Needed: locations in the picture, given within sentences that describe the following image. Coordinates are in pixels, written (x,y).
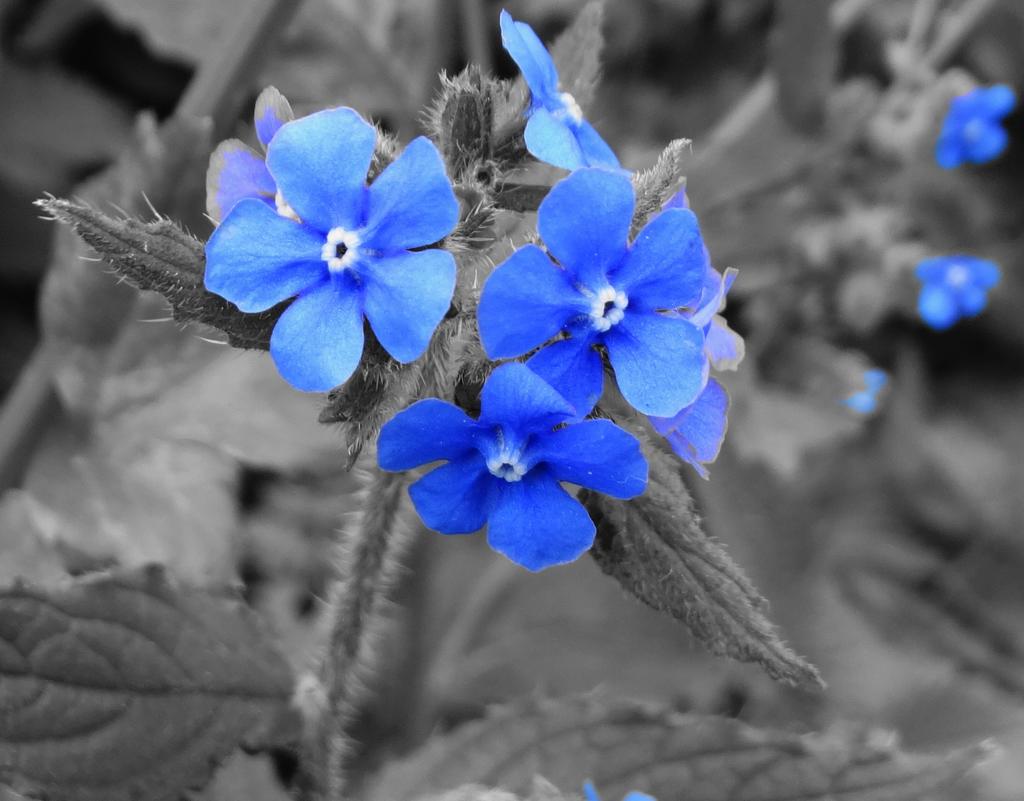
In this image we can see plants (681,304) with flowers (564,326) where the flowers (356,154) are in blue color and the remaining total image is in black and white color.
